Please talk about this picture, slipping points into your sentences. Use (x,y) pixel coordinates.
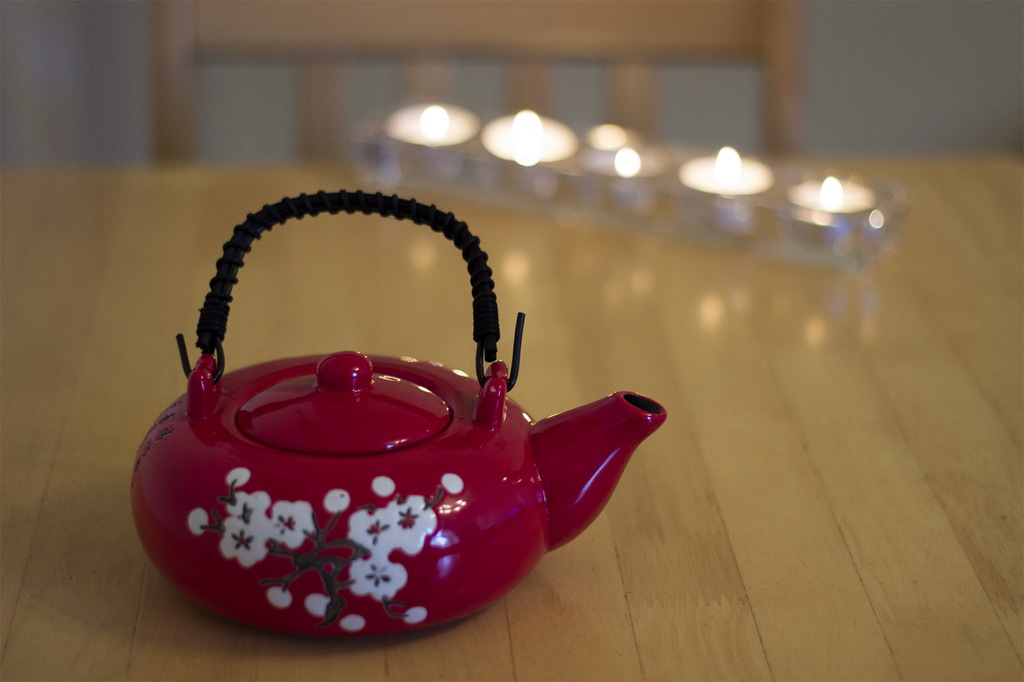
In this picture we can see a teapot (247,529), lighted candles (526,147) on the table (552,342), chair (285,21) and in the background (1007,55) it is blur.
